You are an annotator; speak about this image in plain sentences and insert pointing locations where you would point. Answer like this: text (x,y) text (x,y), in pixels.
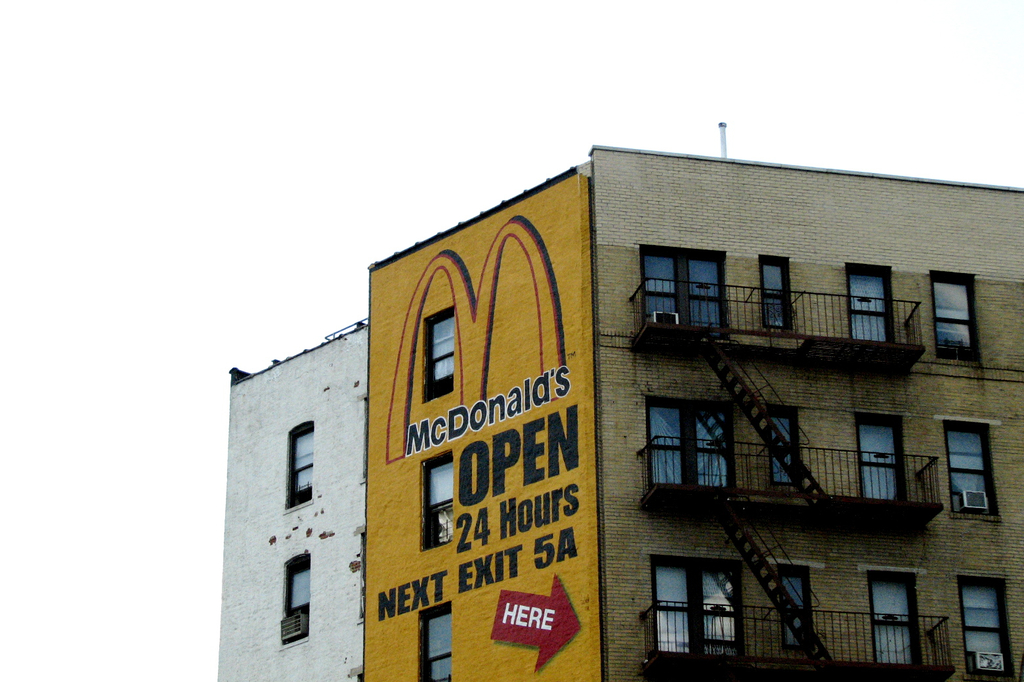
In this picture there is a building (475,489) and there is a text (470,589) on the building (418,608) and there is a painting (469,443) on the wall (495,264). On the right side of the image (733,545) there are stair cases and railings (741,654) and there are air conditioners (983,669) at the windows (718,586). At the top (572,9) there is sky (794,14) and there is a pipe (724,133).
